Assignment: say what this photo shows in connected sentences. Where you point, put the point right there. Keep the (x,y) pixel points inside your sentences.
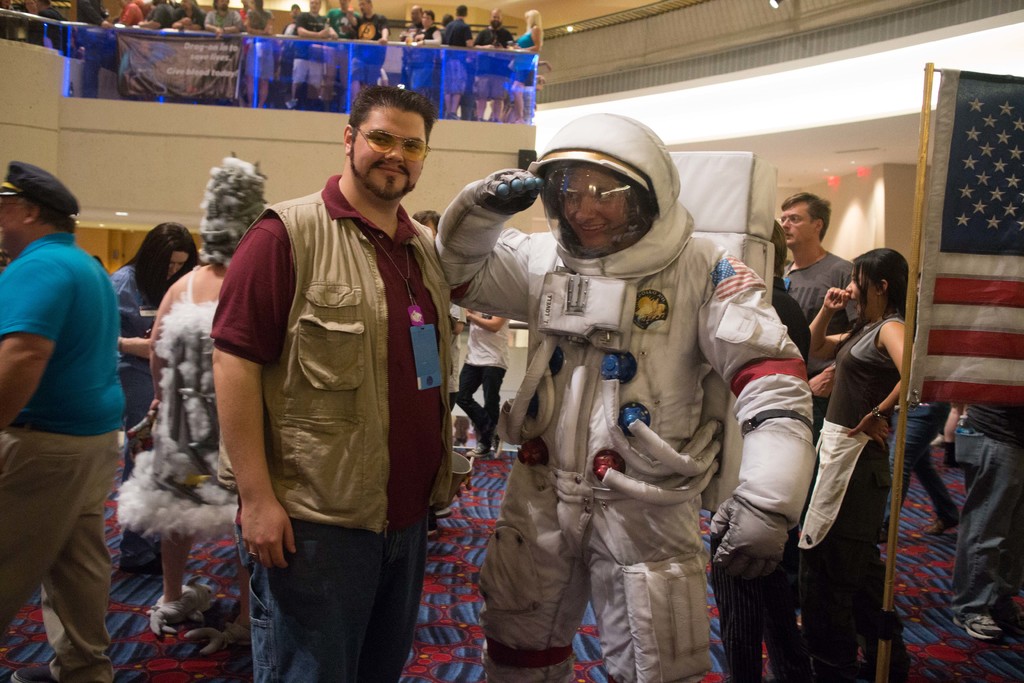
In this image there is a person (592,381) in the middle (565,396) who is wearing the space jacket (628,363). On the right side (945,254) there is a flag (937,259). On the left side (335,323) there is a person (359,389) standing on the floor (141,650) who is wearing an id card (416,366). At the top (416,41) there are few people (297,25) standing on the floor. In the background (143,309) there are few people (147,388) standing on the mat (157,644).
